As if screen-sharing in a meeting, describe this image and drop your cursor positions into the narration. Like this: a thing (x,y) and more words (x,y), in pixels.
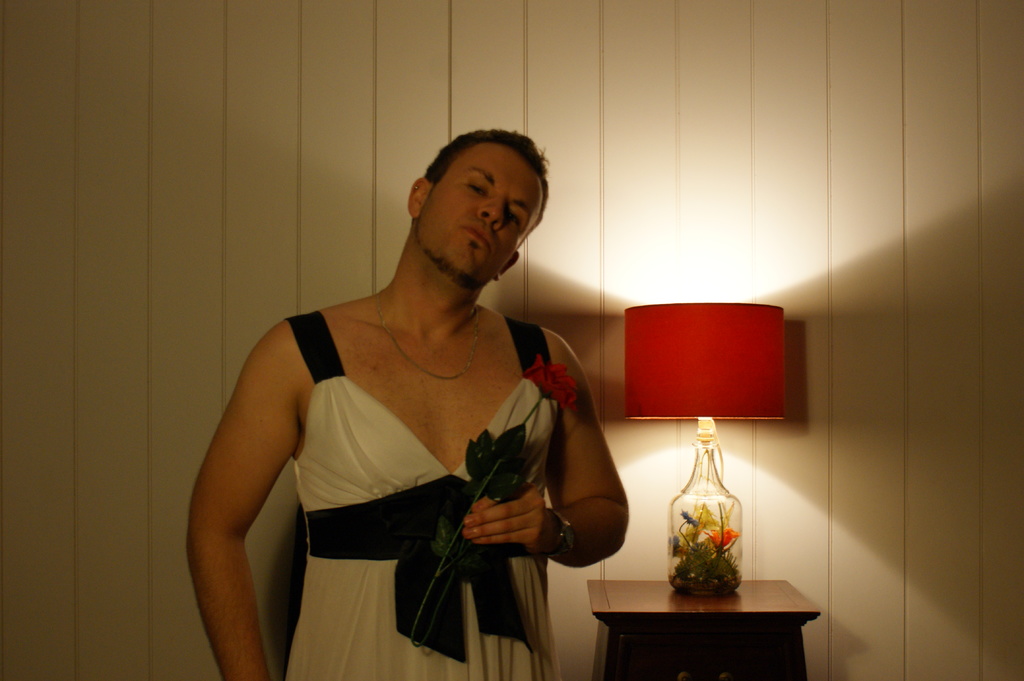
This picture is taken inside a room (911,434). There is a man (565,556) standing and holding a rose (507,476) in his left hand (507,519). He also wore a gown (457,496) and a watch (561,522) to his left hand (534,516). Behind him there is table (649,587) on which there is a jar (673,575) and flowers (695,567) are placed in it and on it a lamp (711,429) is placed. In the background (686,233) there is a wall (693,257).
